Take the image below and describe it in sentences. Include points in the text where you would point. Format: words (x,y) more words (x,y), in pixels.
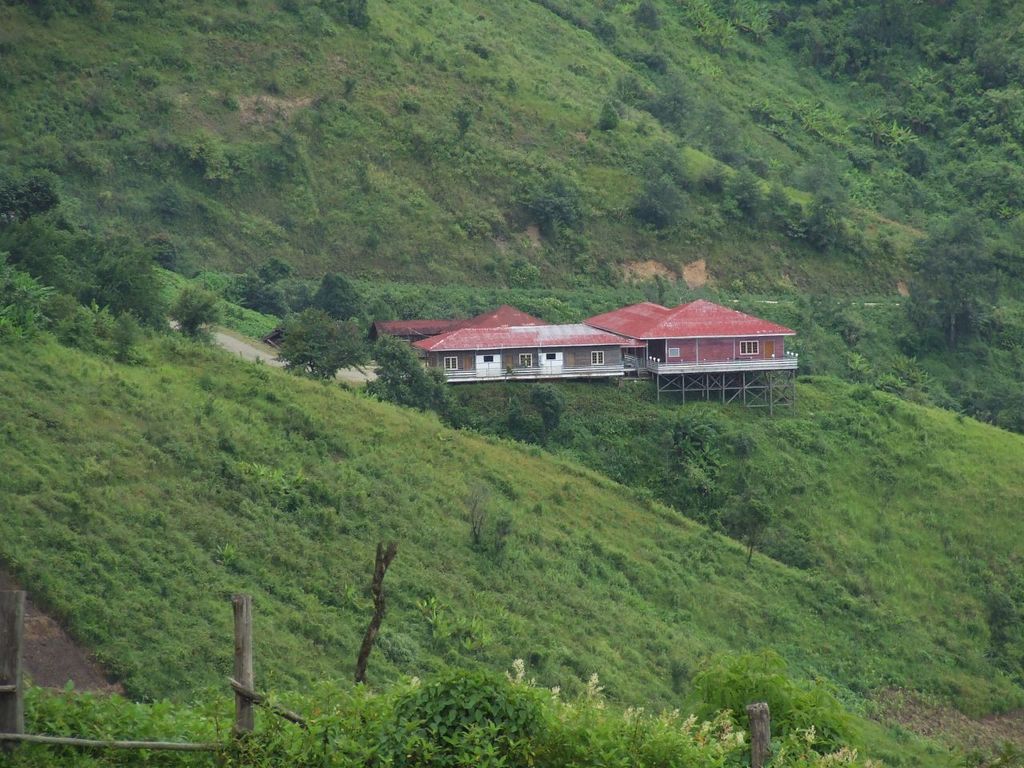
This image consists of a house (554,358). It looks like it is constructed on a mountain (578,440). At the bottom (75,572), there is green grass (392,507) on the ground (793,517). In the background (509,85), there are mountains (427,147) covered with plants (424,169) and grass (121,467). On the left (68,740), we can see a fencing (17,717) made up of wood (4,711).
